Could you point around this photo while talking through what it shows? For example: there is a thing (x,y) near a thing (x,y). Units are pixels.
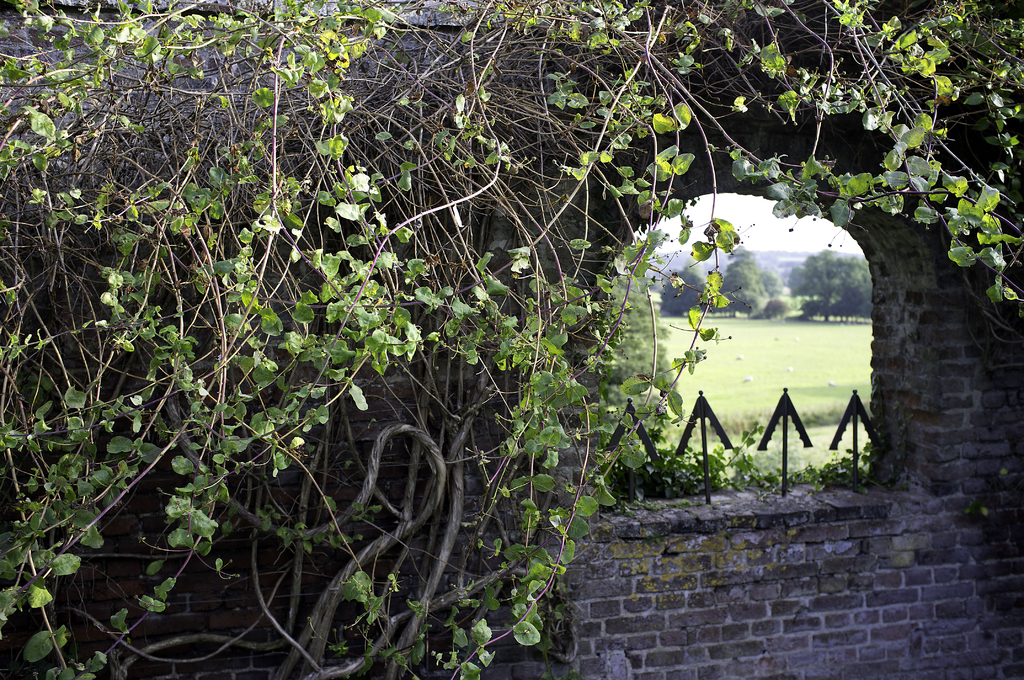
In this picture we can see there is a wall (994,658) with plants (125,292) and behind the wall (1002,434) there are trees (699,273), lawn (731,327) and a sky (763,207).
